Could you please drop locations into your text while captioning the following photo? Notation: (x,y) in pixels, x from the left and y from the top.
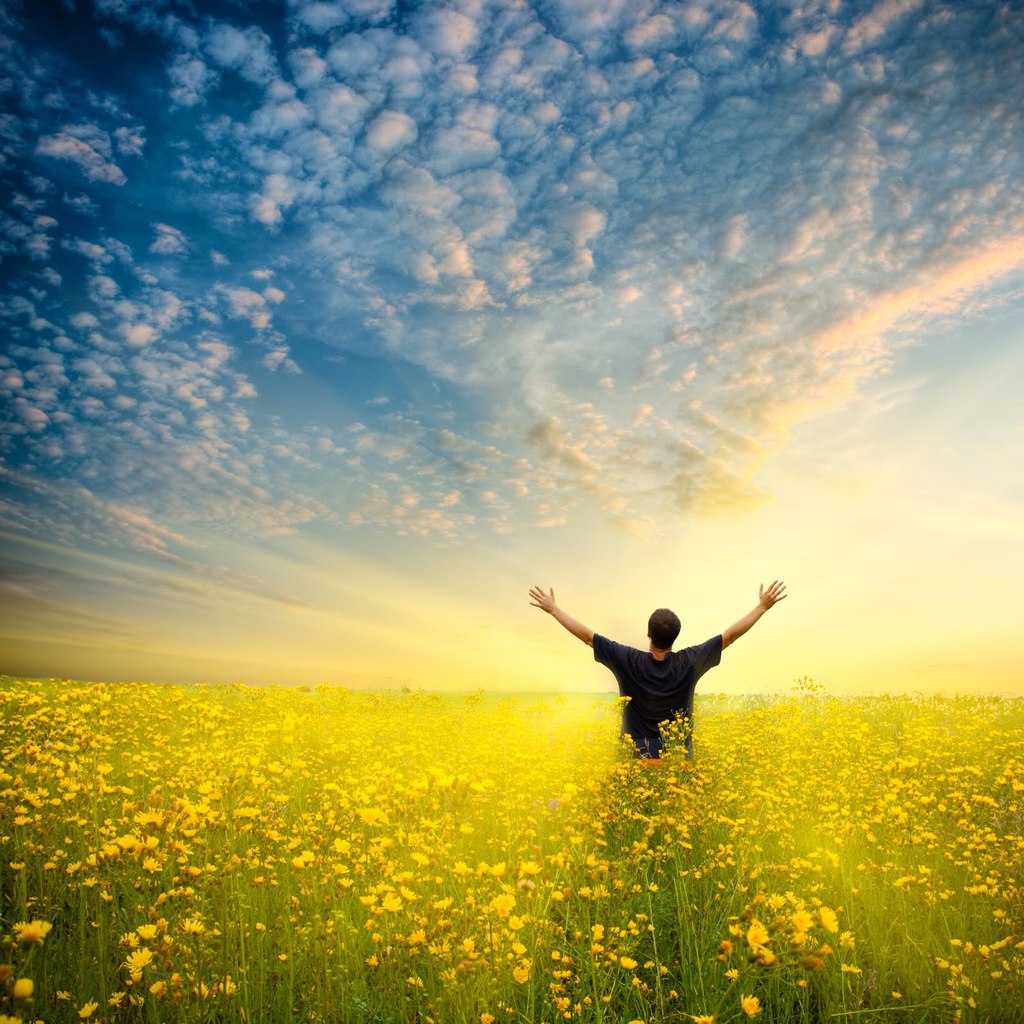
In this image in the center (674,665) there is one man (634,740) who is standing, at the bottom (456,736) there are some plants (625,811) and flowers (887,798). On the top of the image (555,275) there is sky (732,344).
